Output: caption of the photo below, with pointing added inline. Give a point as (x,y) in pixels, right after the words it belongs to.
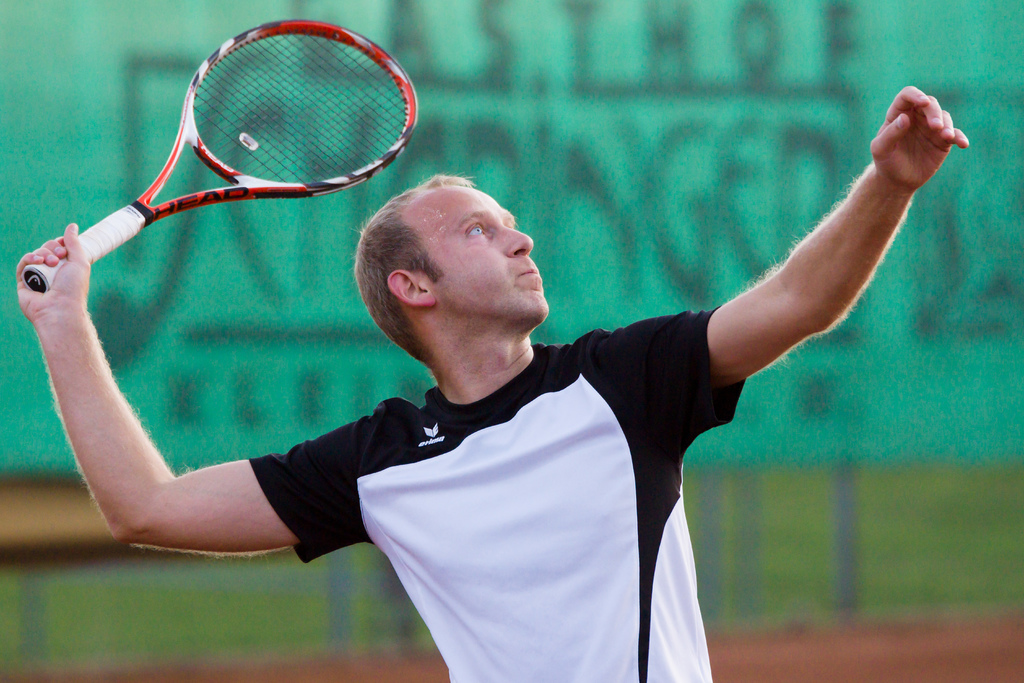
In this picture we can see a person (432,502) in a black and white t shirt (472,482) is holding a tennis racket (269,121). Behind the person (450,522) there is a blurred background (190,637).
